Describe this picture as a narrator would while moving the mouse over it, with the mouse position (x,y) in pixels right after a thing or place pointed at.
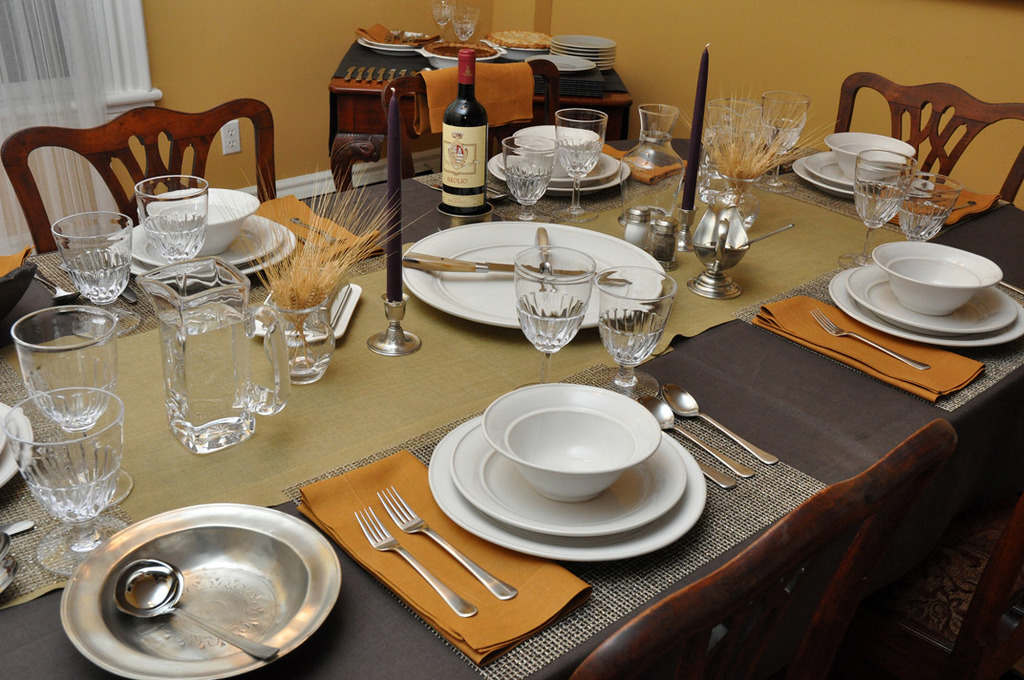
This is the table (347,424) with candle (394,275) with a candle stand (390,328), plates (508,311), bowls (510,404), wine glasses (546,155), water jug (194,428), spoons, forks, and some other things (741,156). These are the empty chairs (899,92). Here I can find another small table (431,57) with food (458,46) and plates (558,51) on it. At background (71,98) i can see curtain (73,84) hanging.
